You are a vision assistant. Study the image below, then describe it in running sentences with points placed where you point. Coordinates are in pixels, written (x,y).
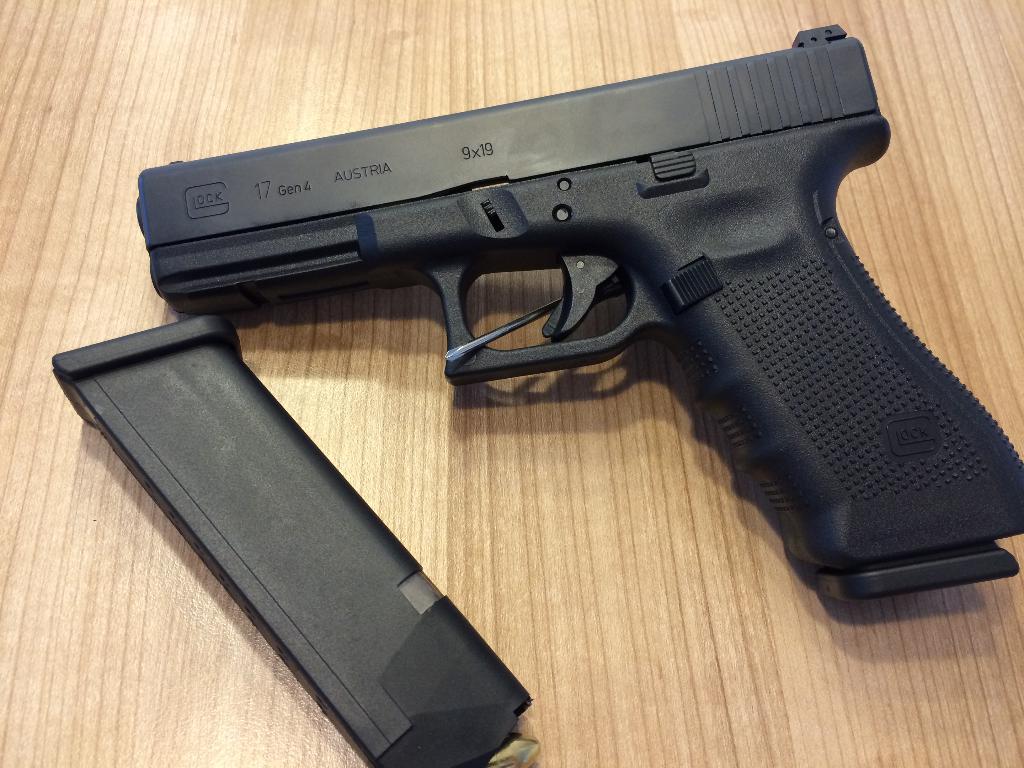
In this image there is a black color gun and a black color magazine (201,392) on the wooden board (530,86).
